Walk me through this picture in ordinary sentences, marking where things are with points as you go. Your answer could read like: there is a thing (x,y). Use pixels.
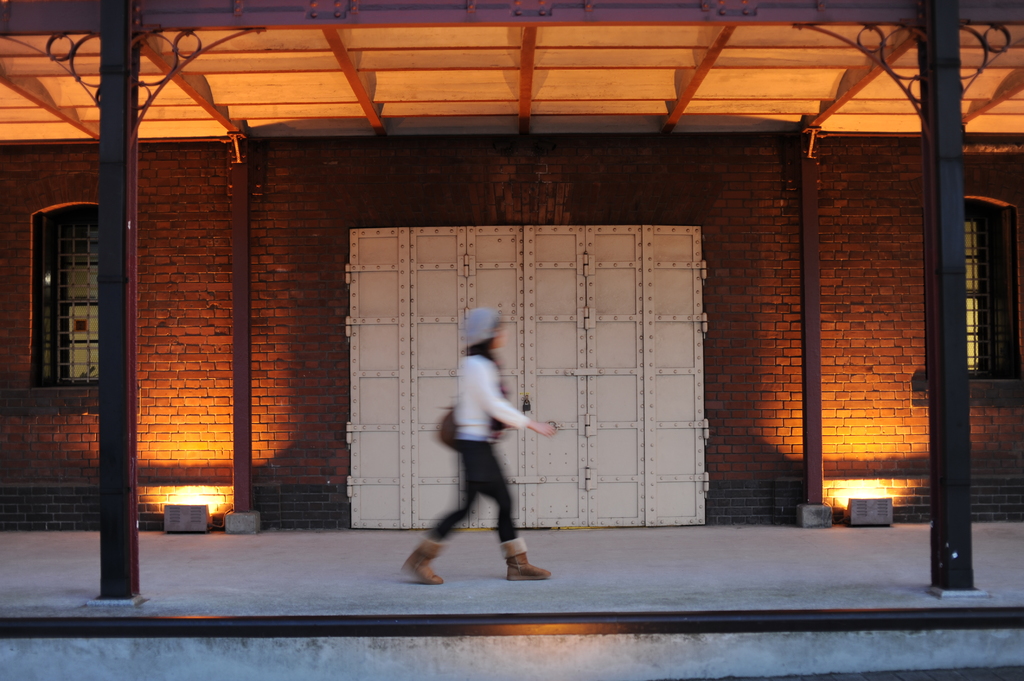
This is a picture, here we can a woman (488,436) walking wearing a hand bag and a cap (482,336). The portion of the woman (428,543) is very blurry. In the background (500,186) we can see a wall (654,188) with bricks (213,319) and this is a door (613,355). On the top (563,97) we can see a roof (571,66). There are four pillars (247,378) which are brown in colour. there are two windows (86,323). We can see two lights (192,518) at the left (192,519) and right side of the door (621,484).
